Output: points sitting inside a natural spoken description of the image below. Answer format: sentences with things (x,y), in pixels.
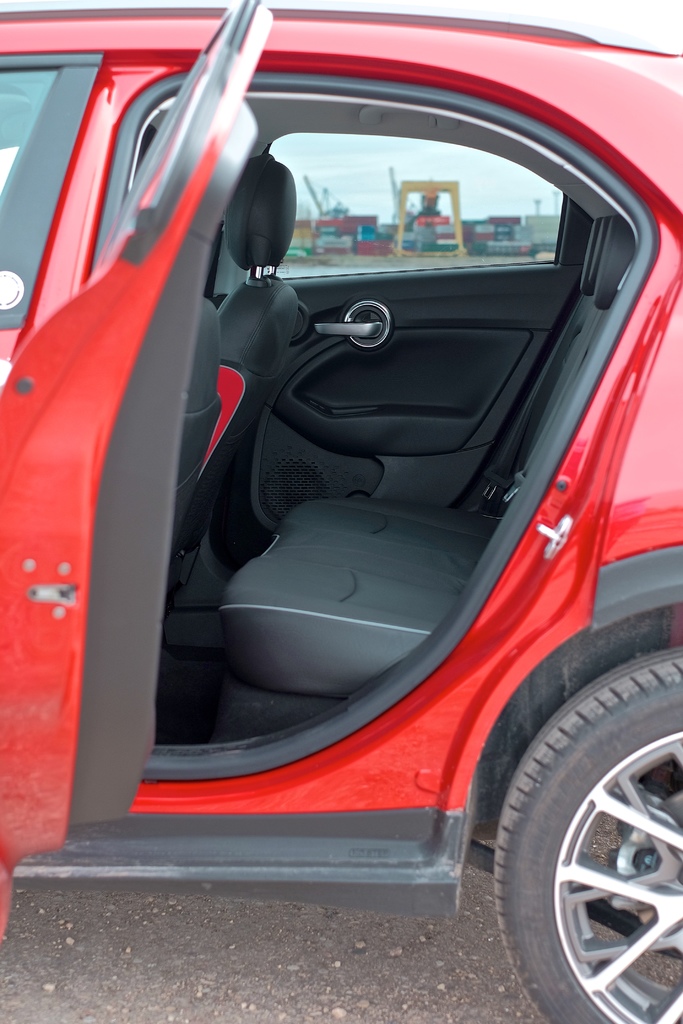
This picture contains a red car (191,462) which is parked on the road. We see the door (119,287) of the car (153,253) is opened. From the window (363,222) of the car (382,263), we see the shipping containers (472,229) and cranes (460,225). We even see the sky (483,187).
